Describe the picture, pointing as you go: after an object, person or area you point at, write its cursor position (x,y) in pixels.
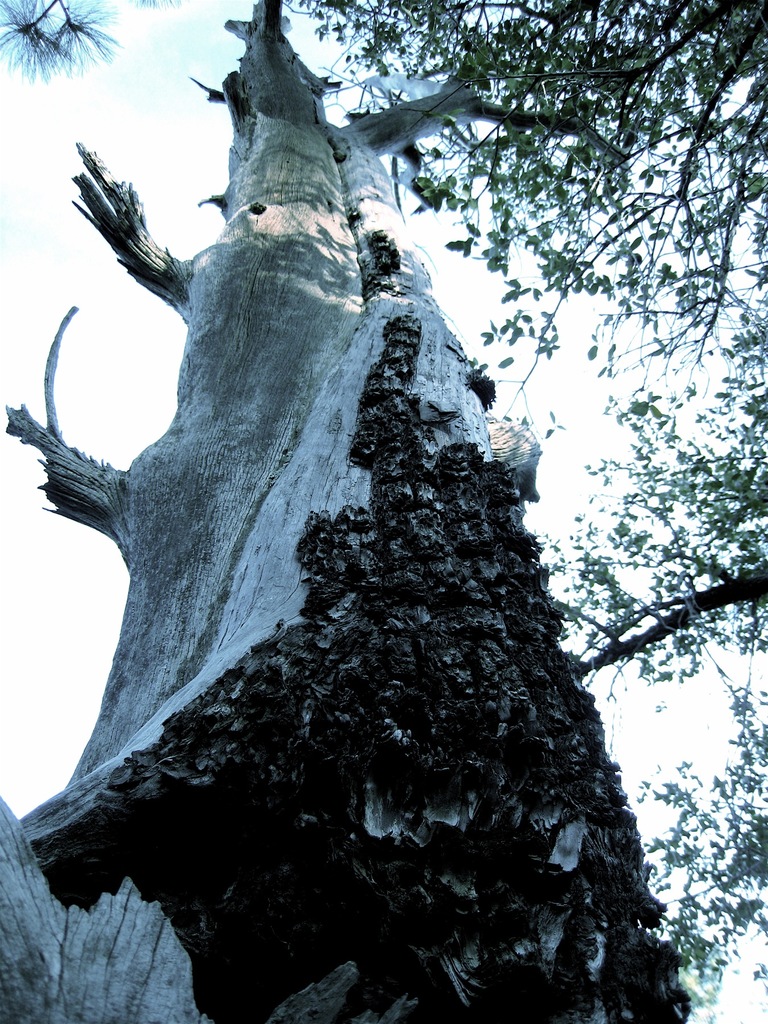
Here we can see trees (502,537) and branches (626,263). In the background (72,369) there is sky (89,583).
